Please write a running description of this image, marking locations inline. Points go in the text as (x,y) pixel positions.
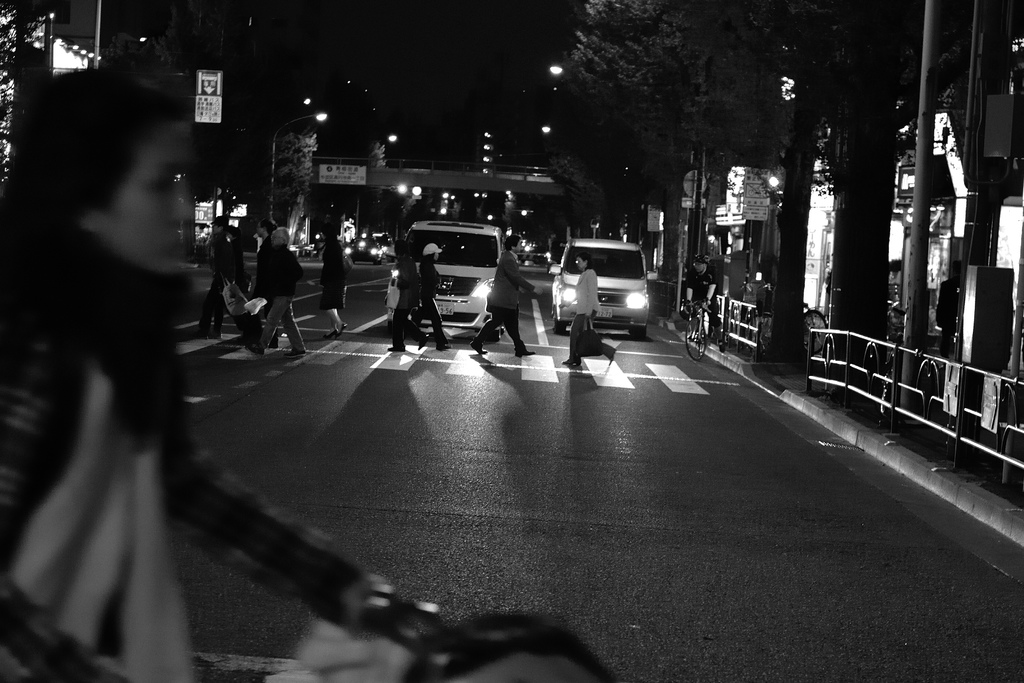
In this picture there are a group of people (235,280) crossing the road (618,391) and there are some vehicles (613,247) in the backdrop (613,247).
